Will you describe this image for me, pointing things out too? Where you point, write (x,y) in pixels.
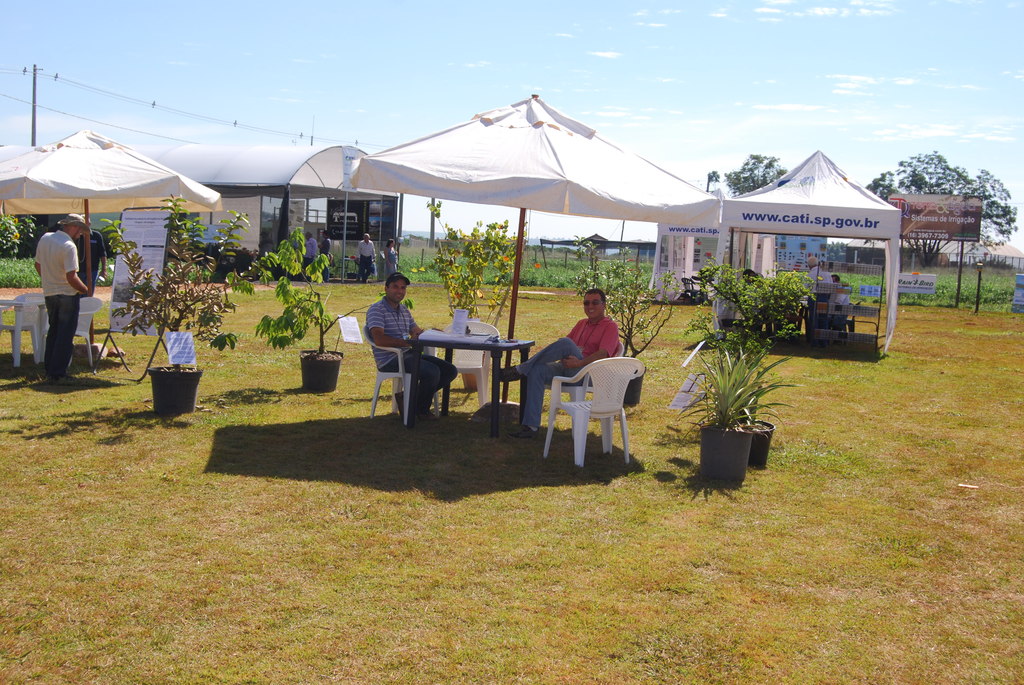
The picture is taken outside the city maybe in a field (251,401). In the foreground of the picture (432,550) there is dry grass (214,457). In the center of the picture (404,372) there are canopies (61,202), plants (285,280), chairs (29,319), people (388,301), tables (494,345), banner (159,250), board (915,229), building (252,220), current pole (36,94), cables (76,115), plants (993,277), trees (907,180) and other objects (591,236). In the background (427,67) it is sky (662,34), sky (557,67) is sunny.
